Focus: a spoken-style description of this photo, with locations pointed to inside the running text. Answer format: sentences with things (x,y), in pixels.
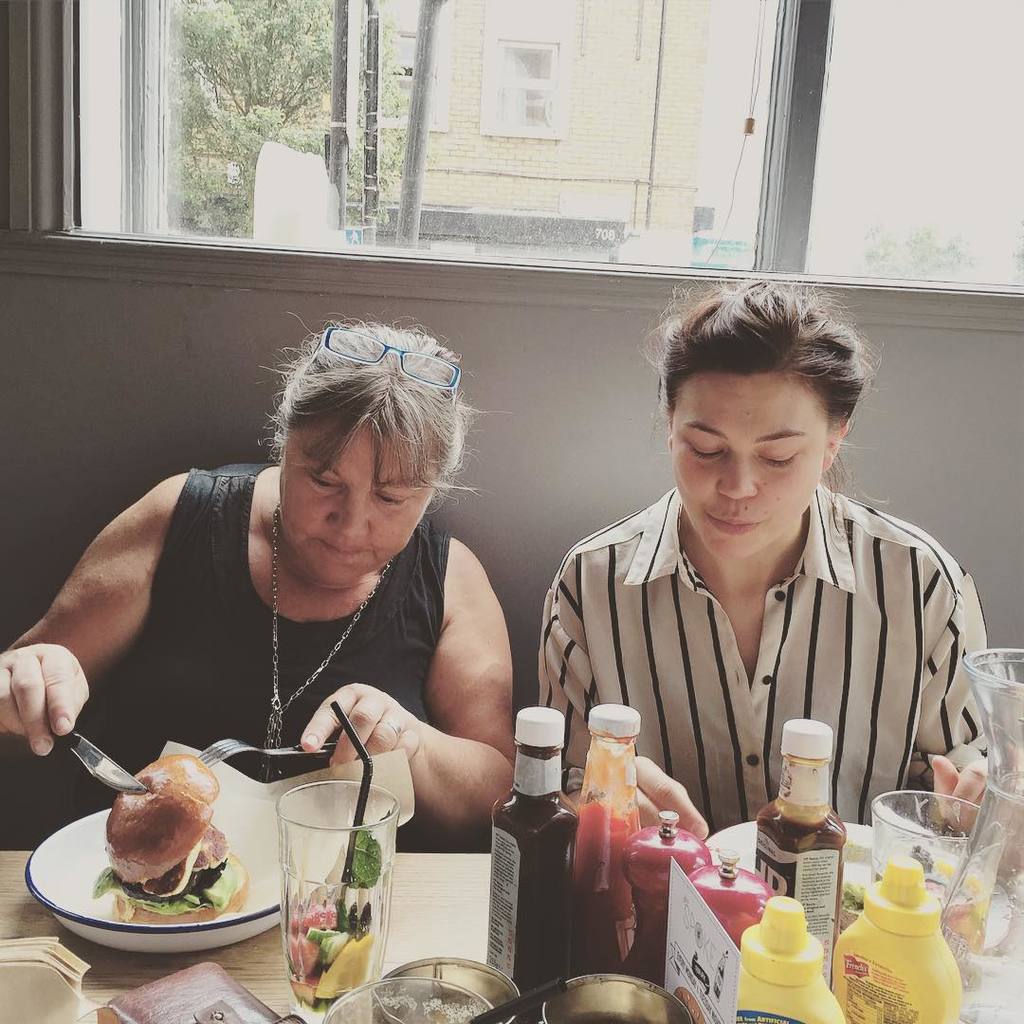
This picture describes about two women (261,614) they are seated on the chair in front of them we can see some food items (839,901), glass (287,898) on the table (456,935). In the background (626,103) we can find a building (538,76) and a tree (220,65).
